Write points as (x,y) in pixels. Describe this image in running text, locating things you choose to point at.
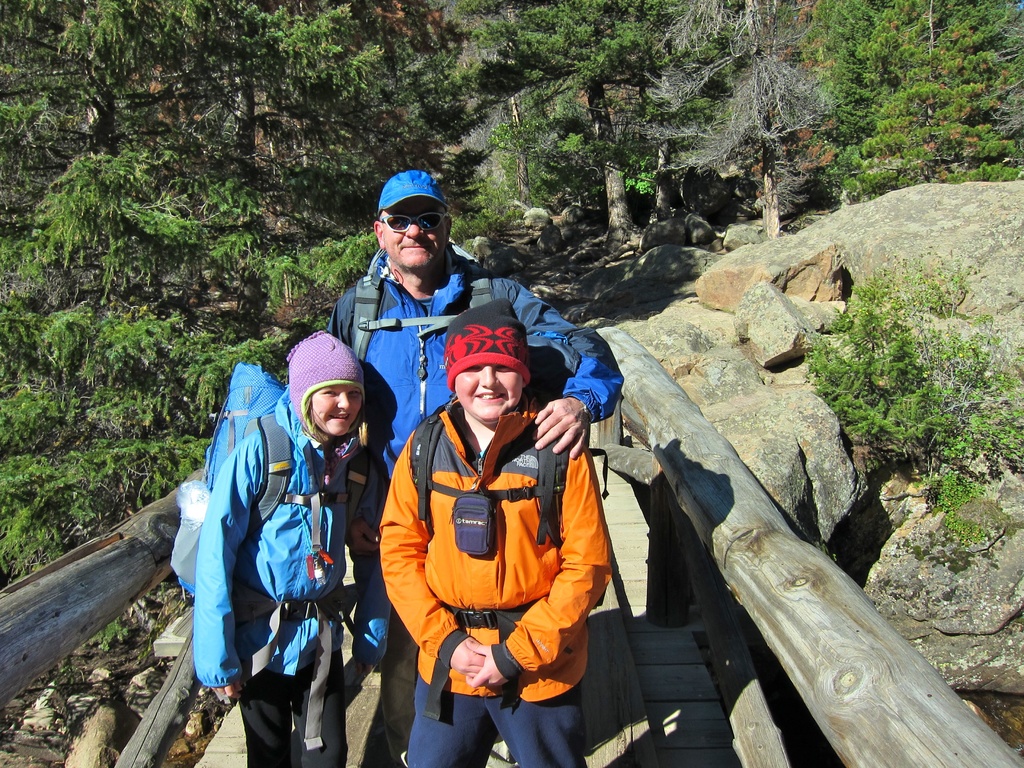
In the center of the image (468,297) there are people (512,526) standing on a wooden bridge (639,500) wearing caps (401,195). In the background of the image (577,46) there are trees (366,152) and stones (762,297).
